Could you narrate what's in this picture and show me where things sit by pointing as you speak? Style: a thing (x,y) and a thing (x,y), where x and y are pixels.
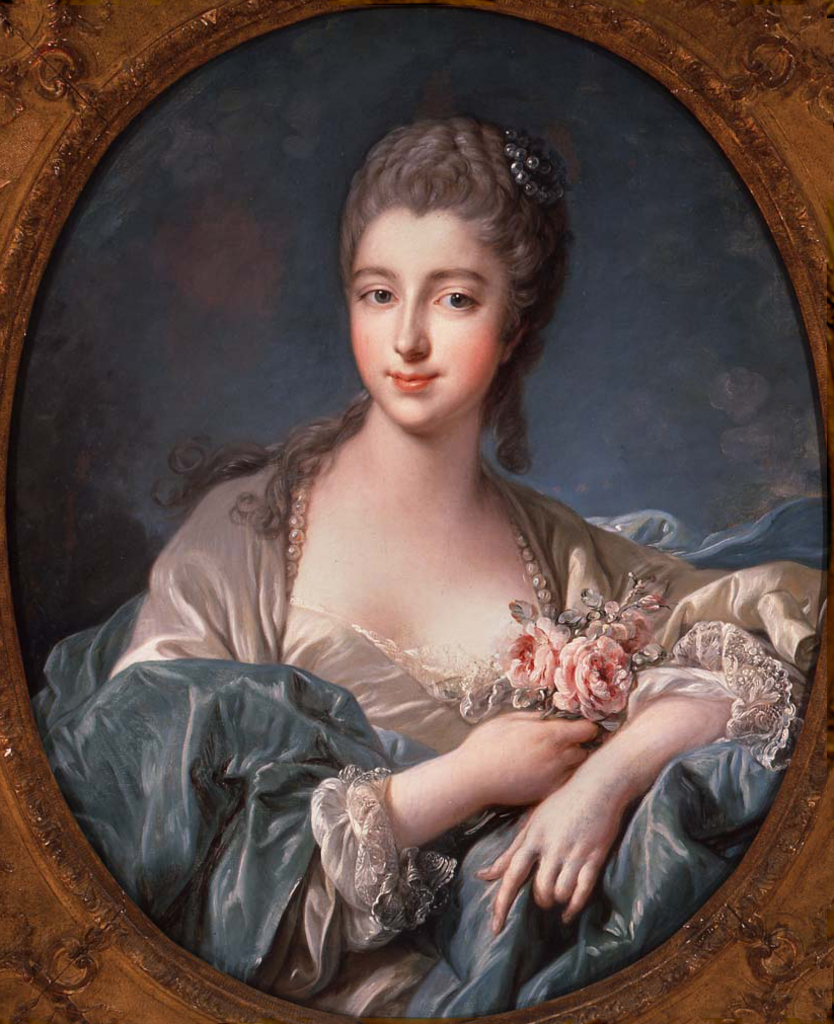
There is a painting (400,420) of a woman (325,668) as we can see in the middle of this image (385,654).
